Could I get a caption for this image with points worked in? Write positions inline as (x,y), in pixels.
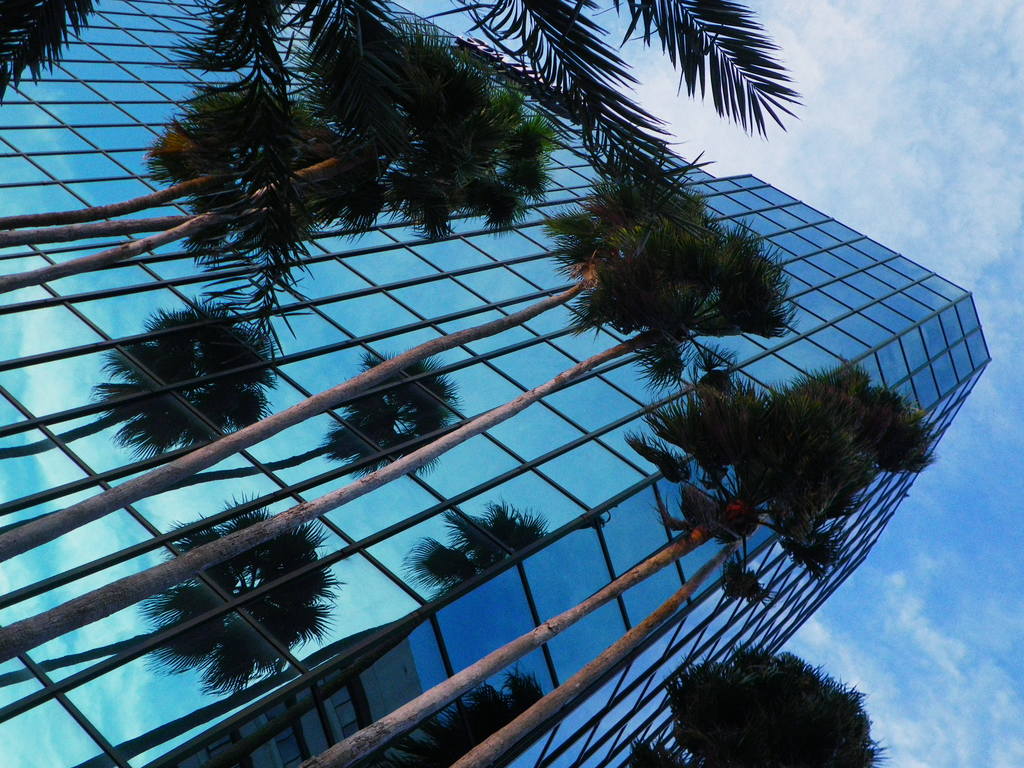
This picture is clicked outside. In the foreground (237,581) we can see the trees (569,273) and we can see the building (602,439) and the reflection (255,360) of trees (212,393) and the reflection (406,685) of another building (371,700) on the glasses (174,86) of the building (172,88). In the background (909,512) we can see the sky (955,463) and the clouds (882,67).
